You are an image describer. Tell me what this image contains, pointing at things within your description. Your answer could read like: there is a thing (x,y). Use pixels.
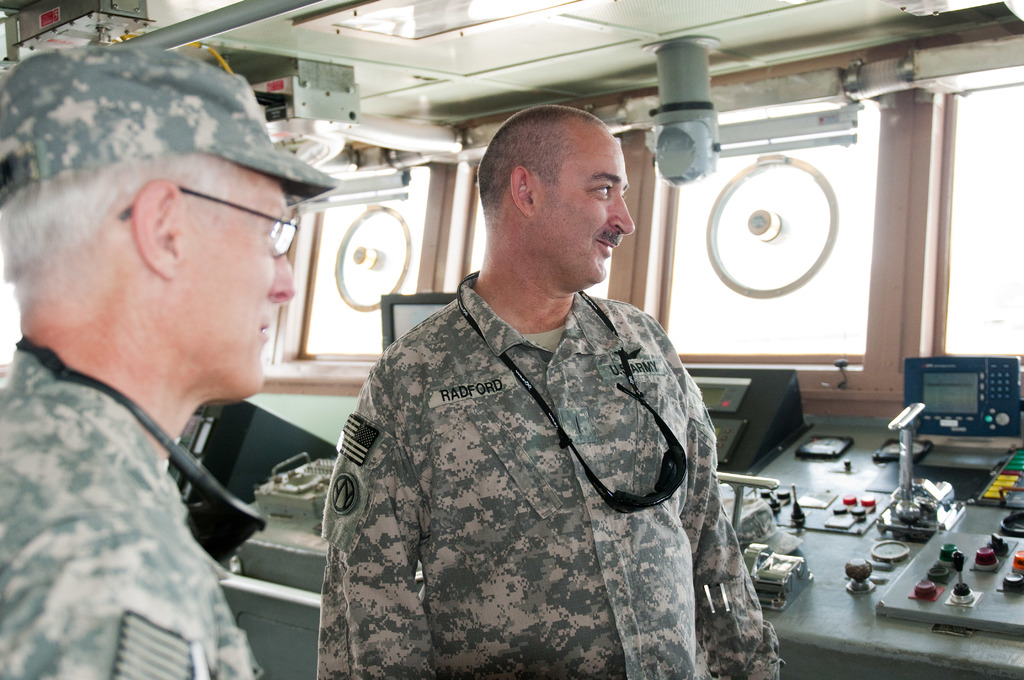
In this picture we can see two army people (513,474), behind we can see some machinery things (771,557) placed on the table (827,543).
